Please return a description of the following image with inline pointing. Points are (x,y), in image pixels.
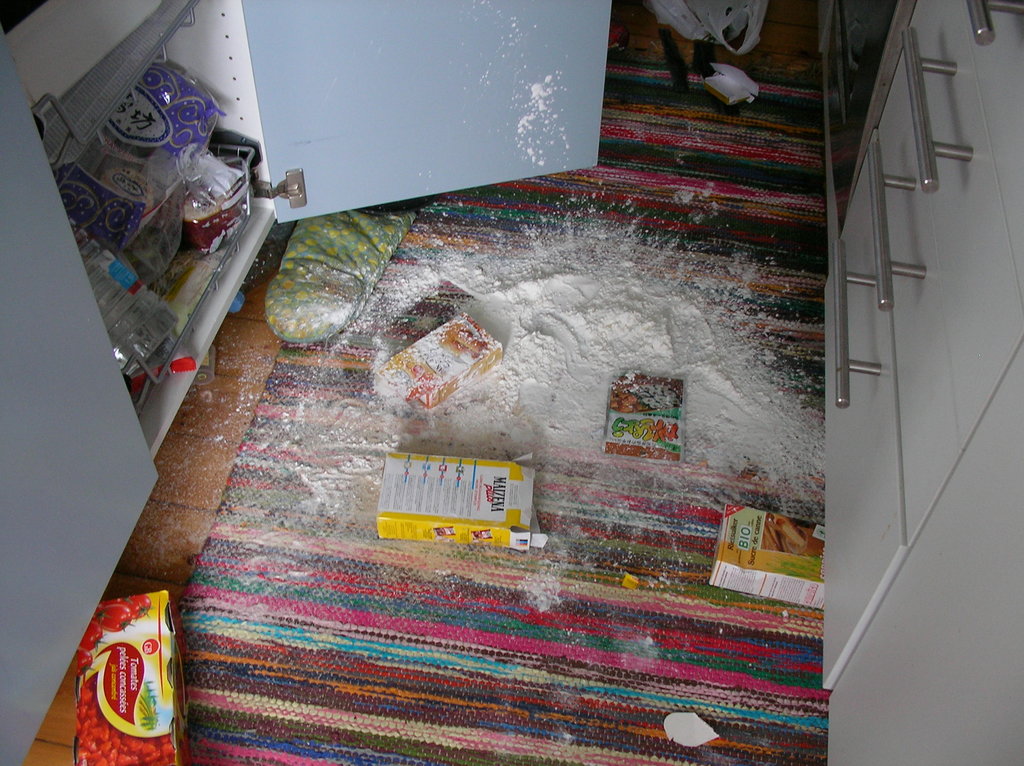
In this image in the center (511,495) there are boxes (465,504) on the ground (275,528) and there is an object (530,357) which is white in colour. On the right side (875,203) there are drawers (936,214). On the left side (28,282) there is a cupboard (37,246) which is gray in colour.
